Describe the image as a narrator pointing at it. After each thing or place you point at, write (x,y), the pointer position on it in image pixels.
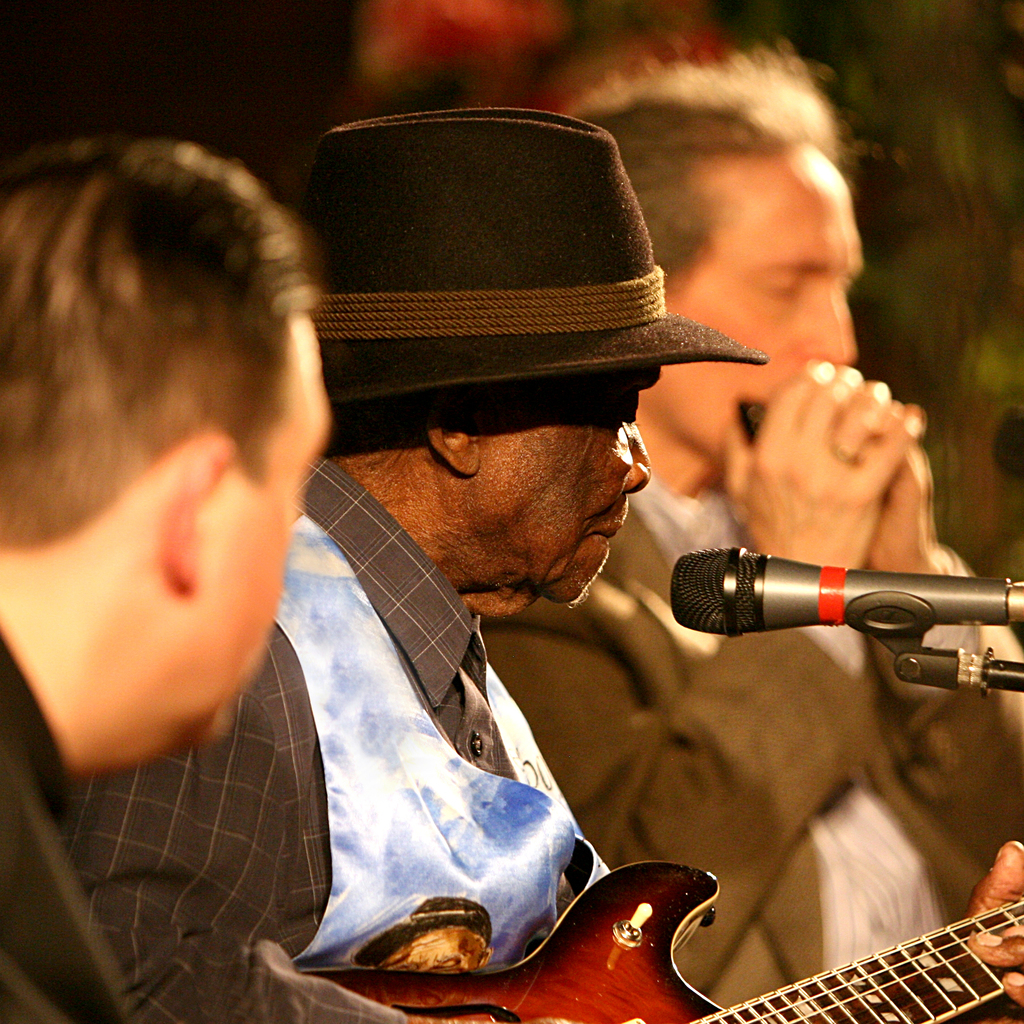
In this picture there is a man (569,867) playing a guitar (688,896). There is also another person (660,655) playing a musical instrument (747,413). There is also another person (117,507) to the left (87,681).
